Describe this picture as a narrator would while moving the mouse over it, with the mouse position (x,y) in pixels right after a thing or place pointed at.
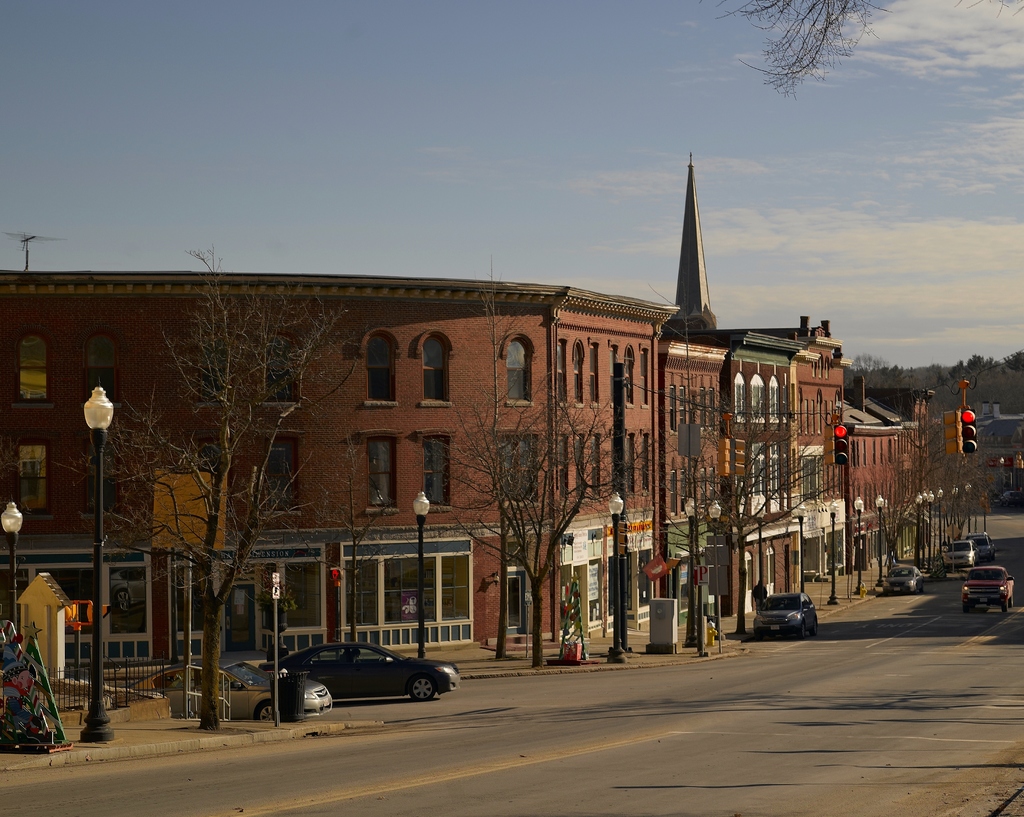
In this image, we can see vehicles (381,651) on the road (636,673) and in the background (199,545), there are poles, lights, trees (538,447) and there is a building (790,421). At the top (763,107), there are clouds (908,59) in the sky (430,132).
